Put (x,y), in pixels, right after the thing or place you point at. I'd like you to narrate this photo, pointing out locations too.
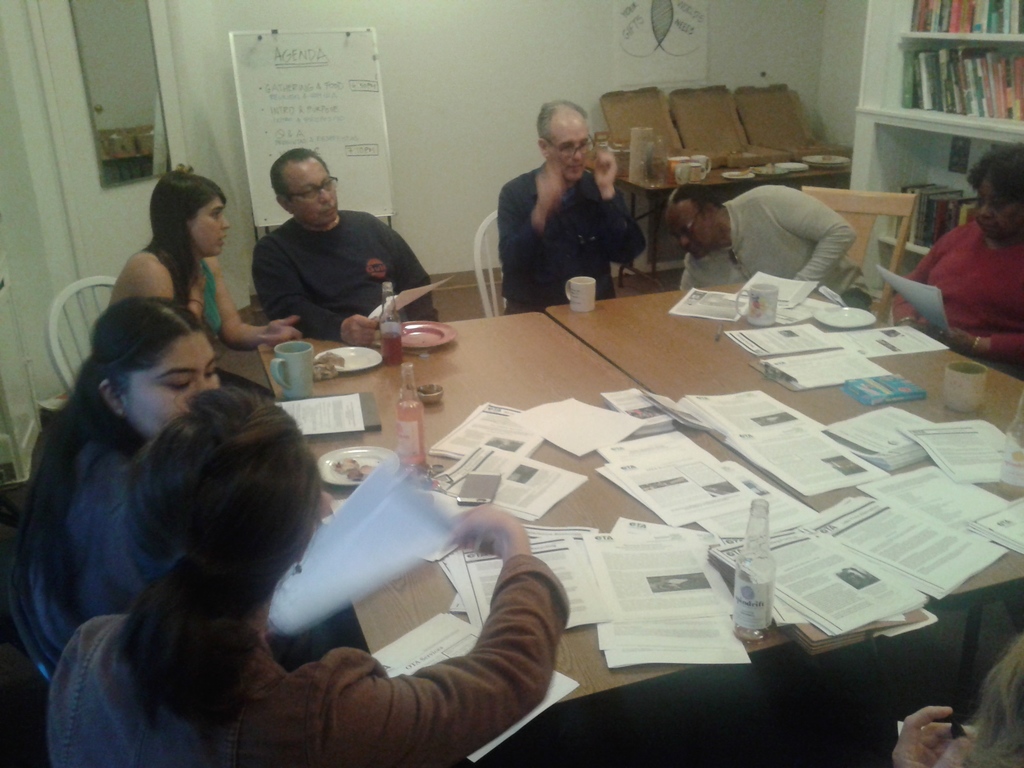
In this image people (634,242) are sitting on the chairs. In front of them there is a table (327,386). On top of the table (460,367) there are plates (374,360), bottles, mugs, papers (760,418). At the right side of the image (883,170) there are shelves (1002,130) with the books (945,96). At the back side (567,91) there is a wall (555,92). In front of the wall (443,65) there is a board (311,131). Beside the board (326,129) there is a mirror (133,68). Beside the shelves (896,80) there is an another table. On top of the table (813,166) there are plates (731,173) and other few objects (699,164).
